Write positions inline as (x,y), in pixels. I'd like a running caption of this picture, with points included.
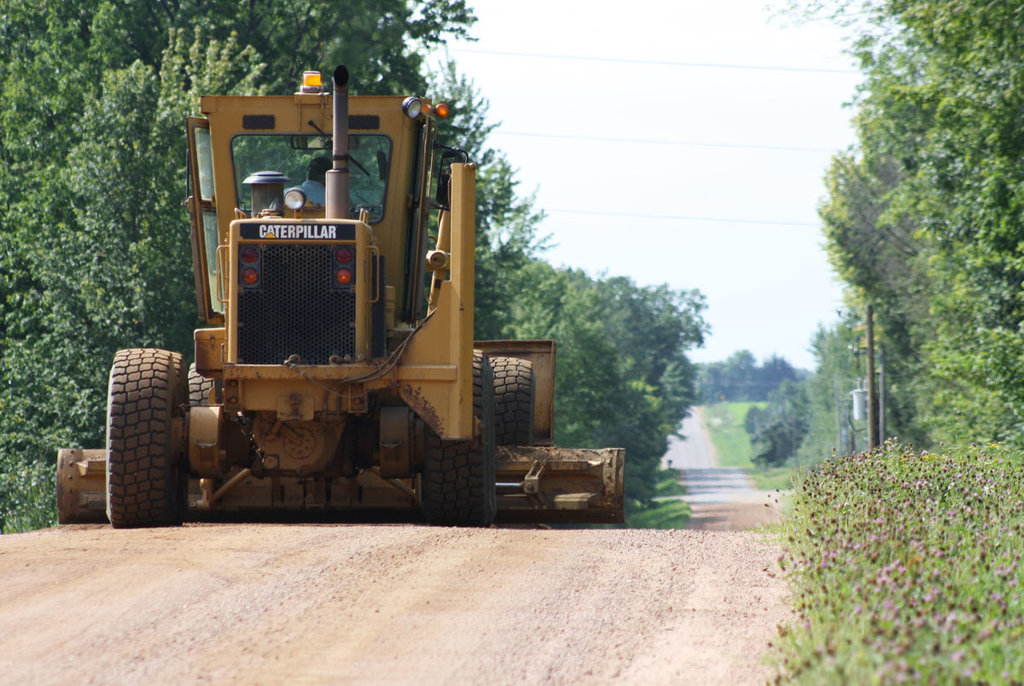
In this picture, we see a man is riding a vehicle (313,307). It is in yellow color. This vehicle (328,433) looks like a bulldozer (468,310). At the bottom (323,631), we see the road (446,625). On the right side (909,336), we see the trees (949,275) and the electric poles (869,312). On the left side (92,166), we see the trees (91,294). There are trees (688,300) in the background (636,290). At the top (601,139), we see the sky (642,180) and the wires (601,139).
